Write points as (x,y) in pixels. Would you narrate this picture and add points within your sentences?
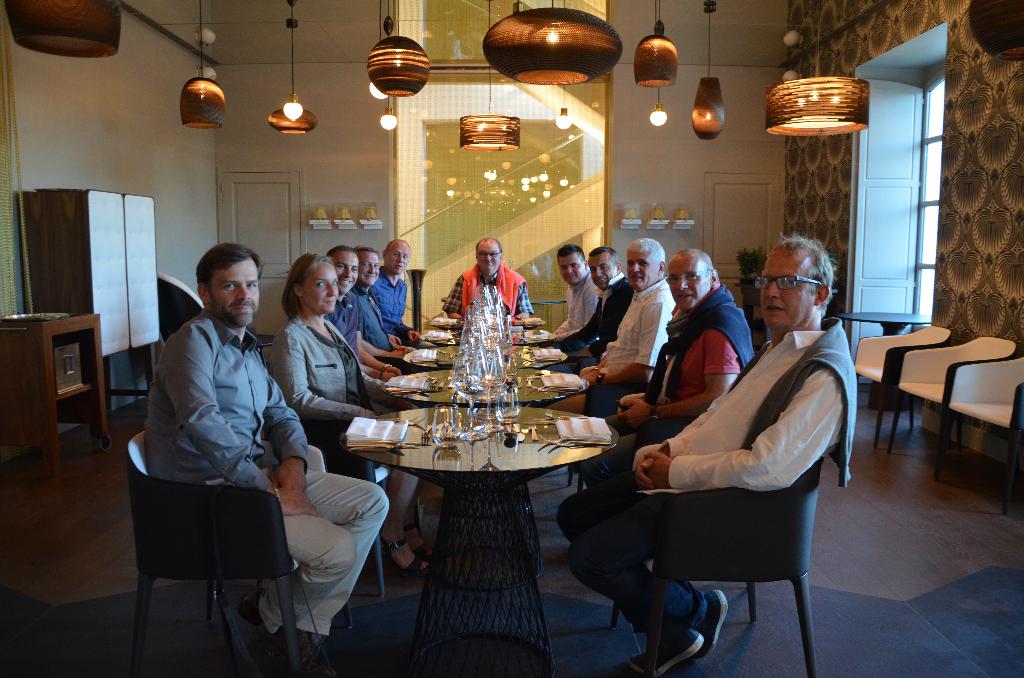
In this room (465,194) here are the group of people (567,282) sitting on a chair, here is the table (524,446) with a glass (476,392) and cloth (569,433), spoons (533,437), forks (549,445) on it. here is a stand (461,605), here is a wall (81,110) and lamp (205,104) on it. here is a window (894,184) and beside there are chairs (991,405).
